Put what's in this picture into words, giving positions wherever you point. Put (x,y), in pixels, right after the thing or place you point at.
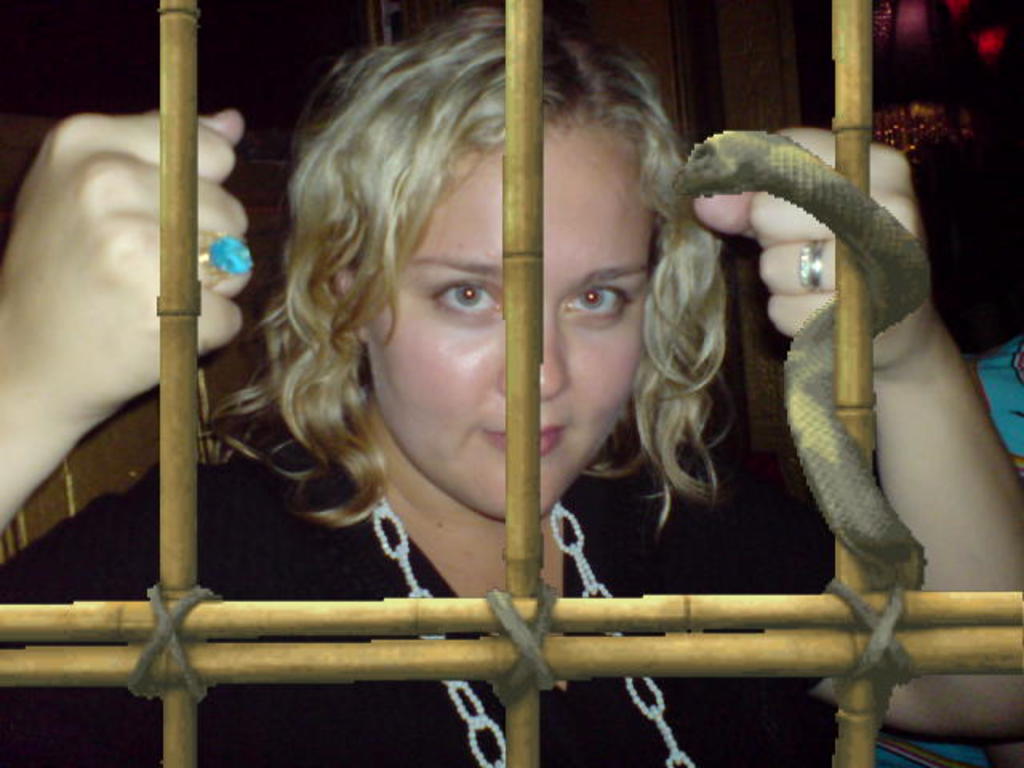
In this image we can see there is a woman (15,561) wearing blue ring (212,276) on the right hand (221,284) and wearing a black dress (142,519).
